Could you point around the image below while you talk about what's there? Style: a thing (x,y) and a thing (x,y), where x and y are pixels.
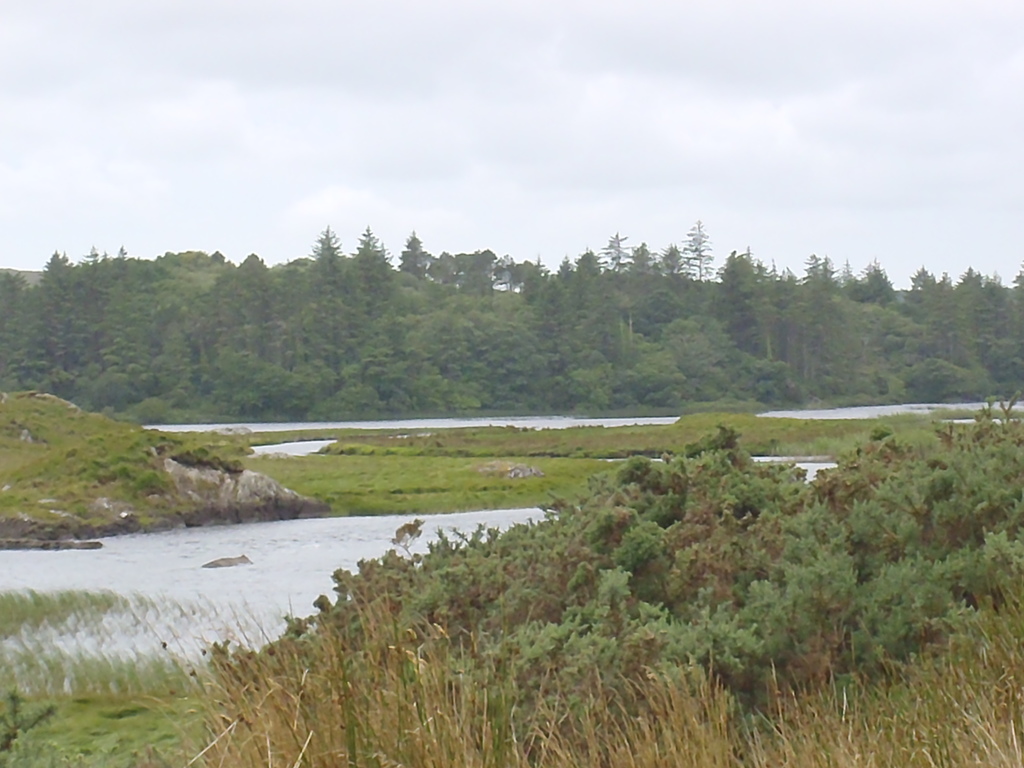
In the picture we can see some grass plants (832,710), water (151,594) and behind it, we can see some trees (416,344) and sky (502,147) with clouds (680,134).
